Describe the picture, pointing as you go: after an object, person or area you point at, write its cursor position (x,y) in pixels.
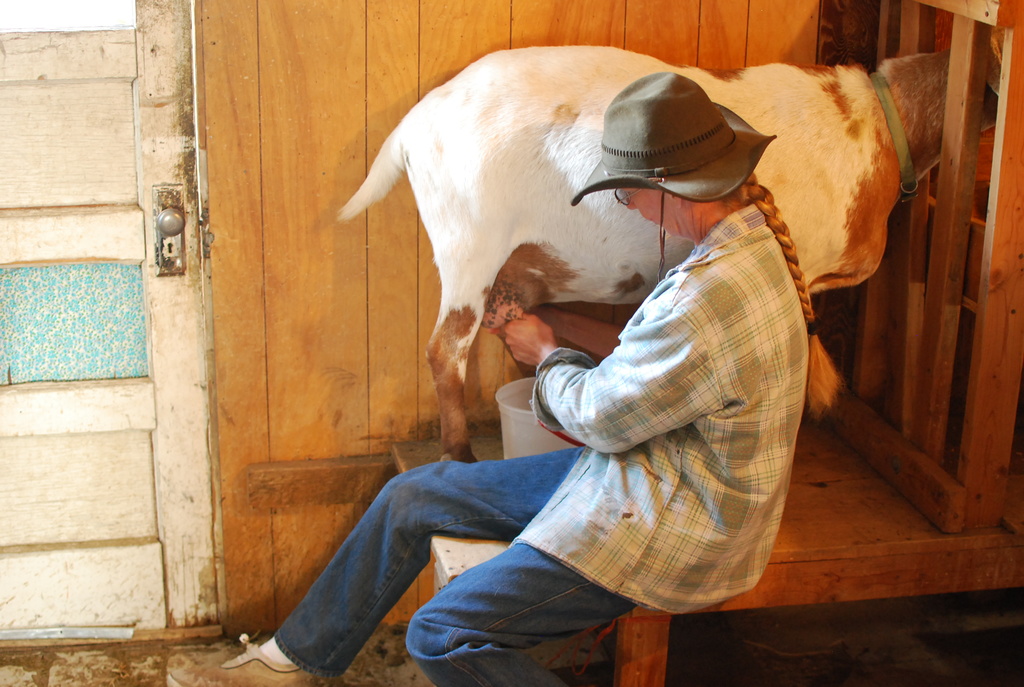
In this image there is a man (638,353). In front of him there is a goat (495,162). Here there is a bucket (524,421). This is the door (155,232).
